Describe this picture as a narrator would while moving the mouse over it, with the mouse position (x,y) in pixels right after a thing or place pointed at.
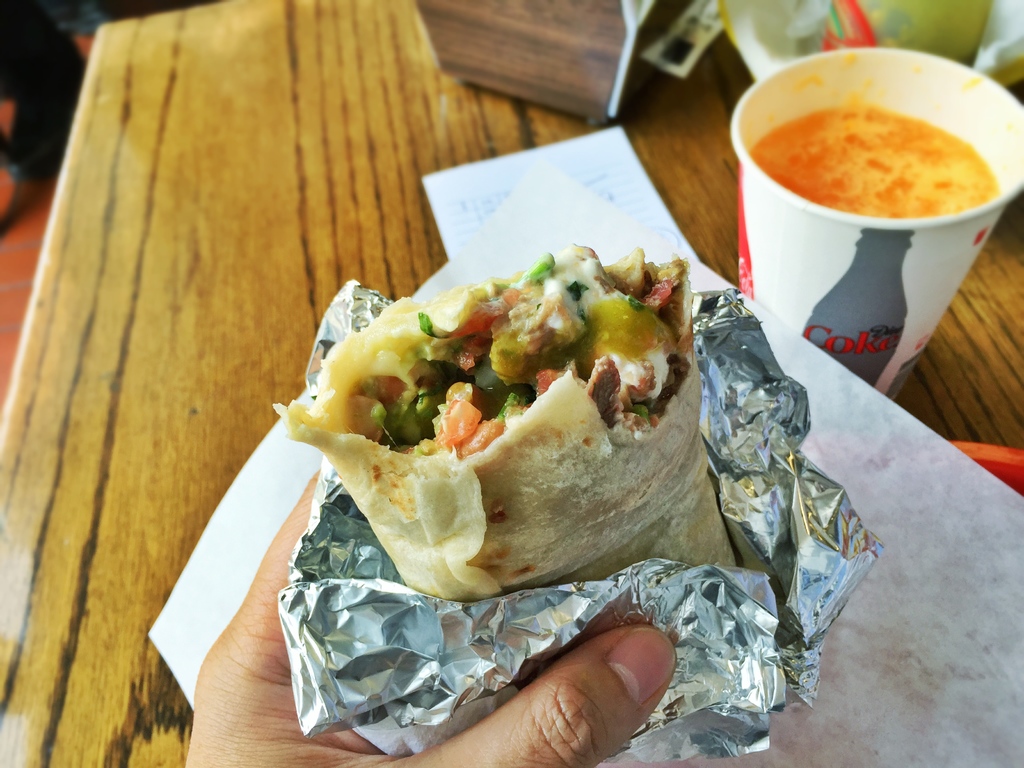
In this image I can see hand (517,726) of a person (553,737) in the front (626,669) and in this hand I can see an aluminium foil (630,593) and food (530,306). Under this hand (221,663) I can see few papers (979,605) and an orange colour thing (976,452). On the top right side of this image (920,17) I can see few stuffs (630,40) and a glass (767,260). On this glass (861,316) I can see something is written.
